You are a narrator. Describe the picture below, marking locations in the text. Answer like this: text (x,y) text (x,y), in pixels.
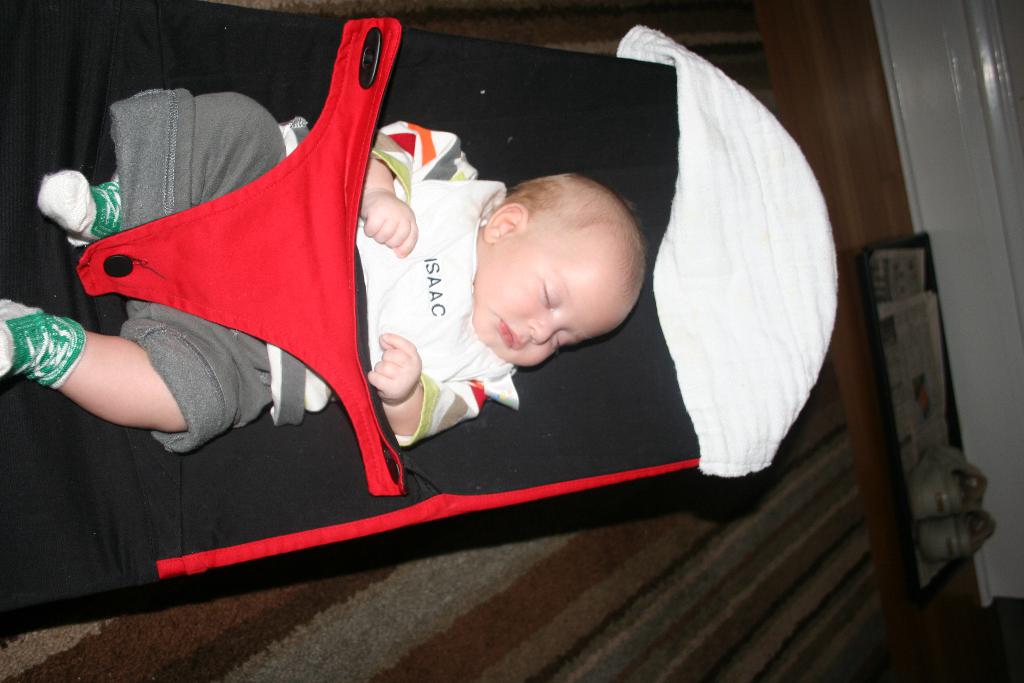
In the image we can see a baby (383,211) wearing clothes (198,125), socks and the baby (421,253) is sleeping. Here we can see the shoes (942,505) and the floor (473,574).
